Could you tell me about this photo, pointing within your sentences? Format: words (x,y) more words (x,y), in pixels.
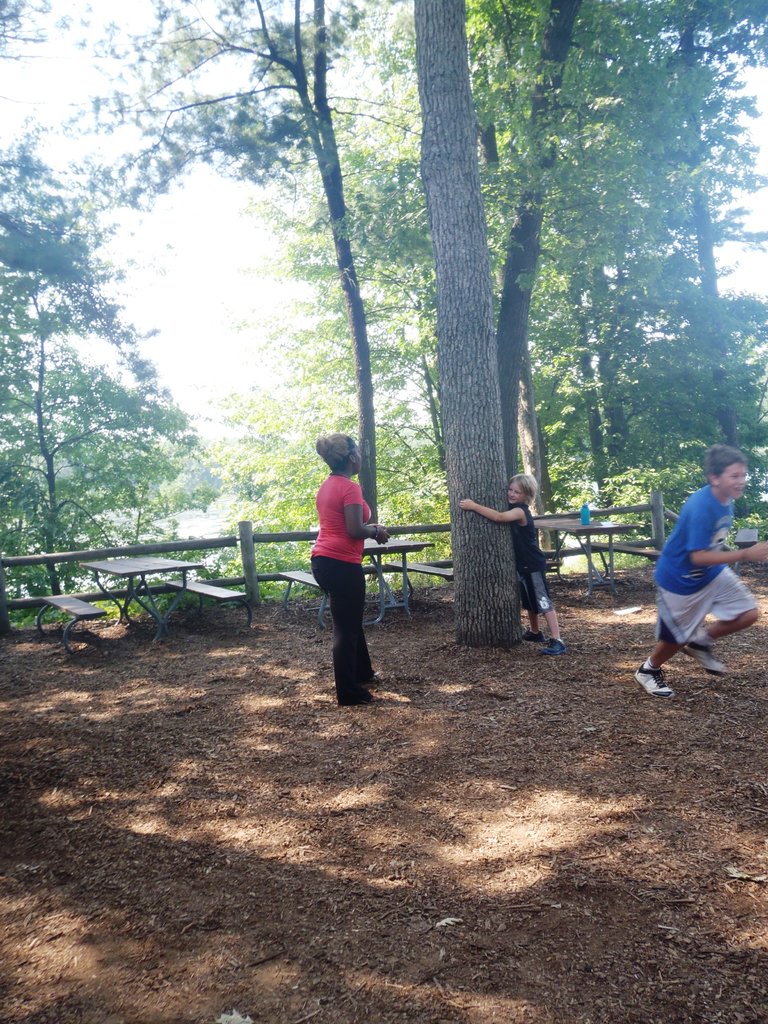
As we can see in the image, there are trees (443,227) and three people (690,602) on ground (649,612) and there are few benches (177,583) over here.
